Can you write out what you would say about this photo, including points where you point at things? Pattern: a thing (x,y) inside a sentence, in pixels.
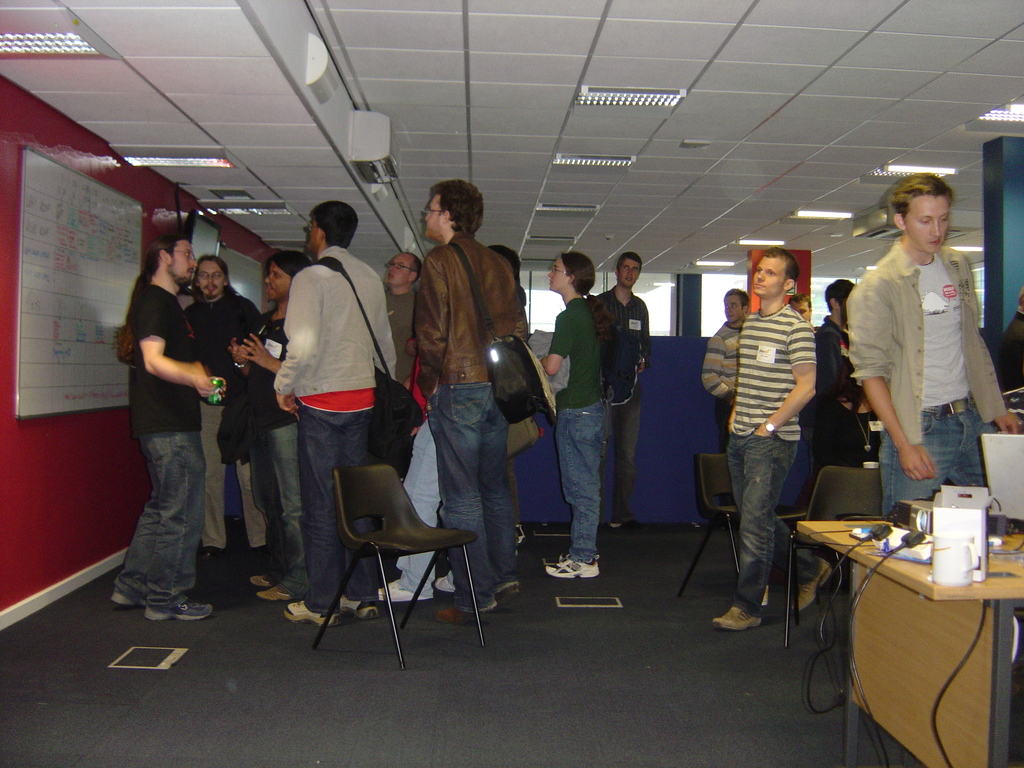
In this image I see number of people (835,427) and I see the black chairs (867,492) and I see a table (947,707) over here on which there are few things (918,546) and I see the wires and I see the floor (426,604). In the background (23,481) I see the red wall (37,533) on which there is a board (76,255) and I see a screen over here and I see the ceiling (546,172) on which there are lights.
